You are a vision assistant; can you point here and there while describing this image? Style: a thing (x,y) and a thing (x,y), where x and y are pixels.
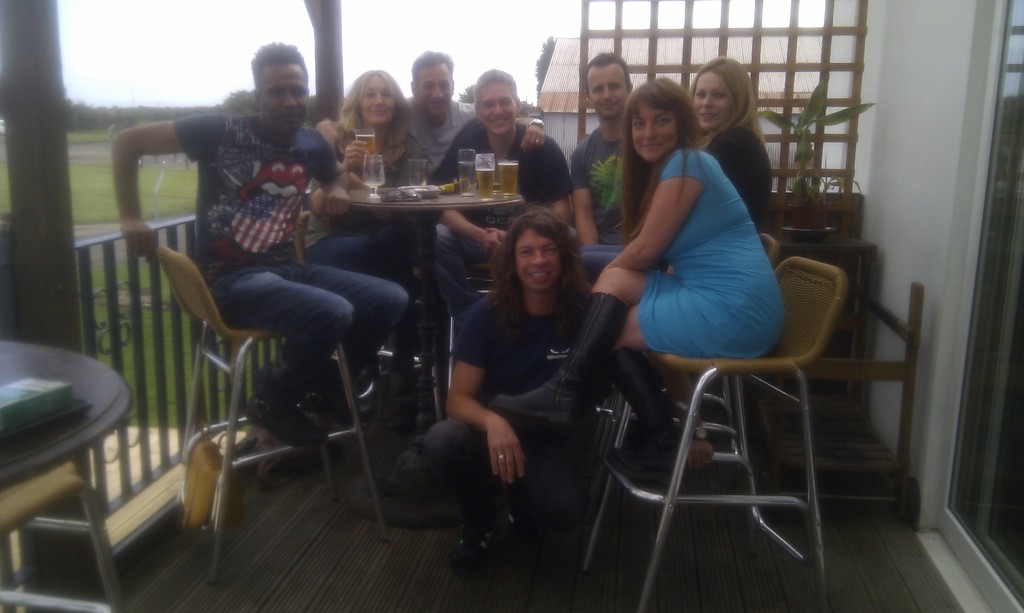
In this image I can see the group of people (437,182). In front of them there are some wine glasses (418,168) on the table (369,200). At the back of them there are some trees (128,119), sky (152,21) and the house (654,62).
